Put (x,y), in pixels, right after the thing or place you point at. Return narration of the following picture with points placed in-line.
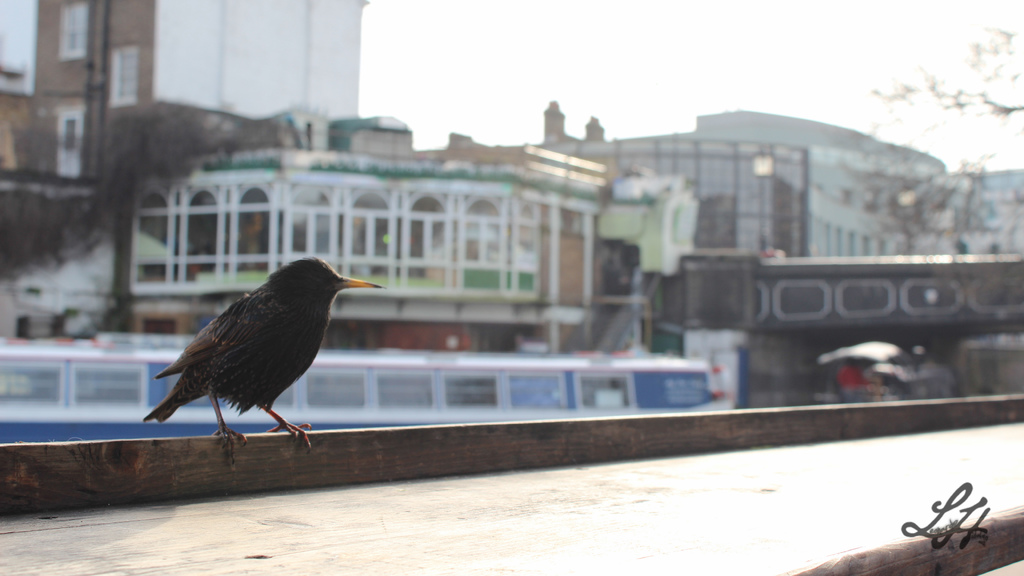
In this image in the foreground (226,358) there is a bird (234,364), at the bottom (273,527) there is a walkway (512,495). And in the background (486,317) there are some buildings (417,343), boards (698,370) and some people (885,379), trees (927,185) and some objects (898,369). At the top of the image (530,90) there is sky (524,73).
